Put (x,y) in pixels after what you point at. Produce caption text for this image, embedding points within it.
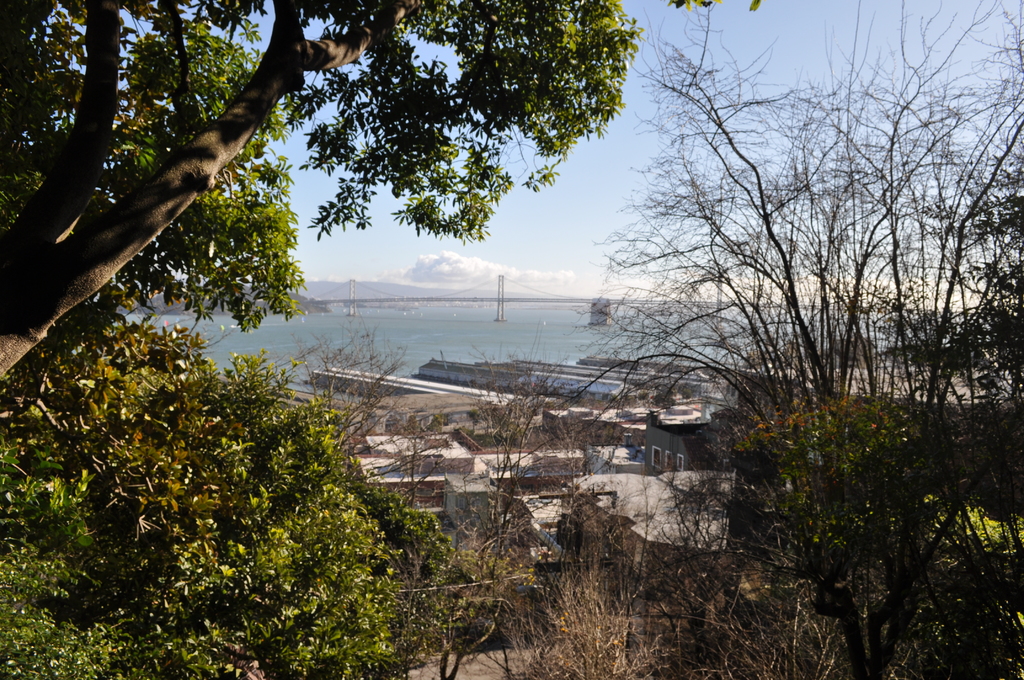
In this image in the front (268,360) there are trees (264,539) and in the center (675,453) there are buildings (655,451). In the background (420,320) is an ocean (463,318) and the sky (513,262) is cloudy.
